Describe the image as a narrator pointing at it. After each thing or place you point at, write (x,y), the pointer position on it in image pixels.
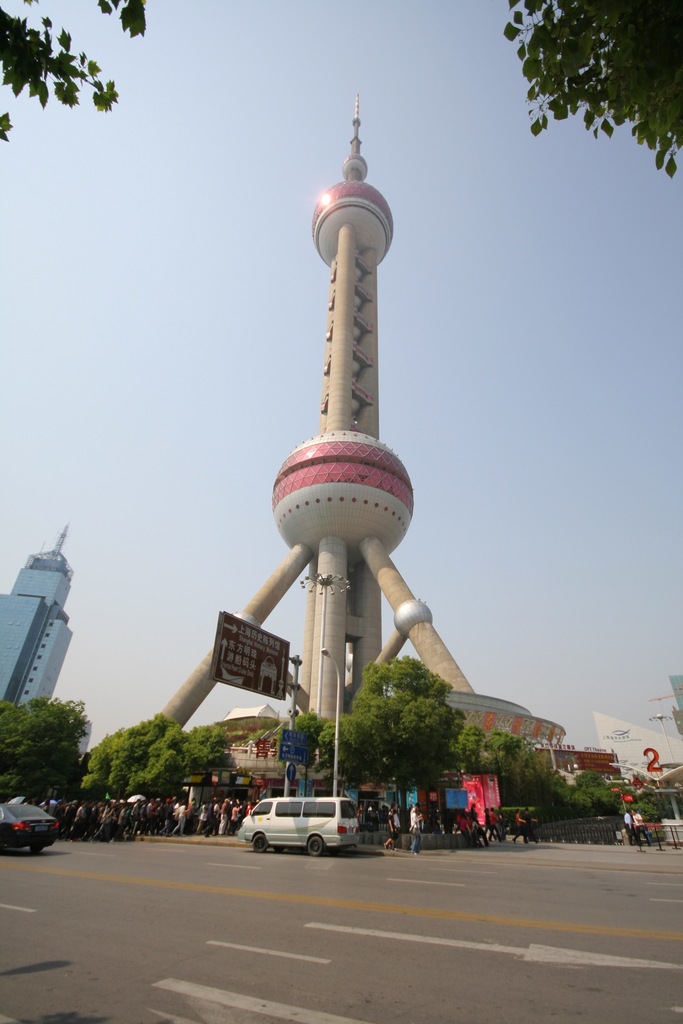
In this image there is a road (469,924) at the bottom (467,955). There are trees (61,784), vehicles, people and there is a building (43,617) on the left corner (8,642). There are trees (618,805), people (631,837) on the right corner (614,803). There is a vehicle (310,803), there are people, trees (348,764), there is a pole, it looks like a tower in the background (311,522). And there is sky (283,222) at the top (258,243).
